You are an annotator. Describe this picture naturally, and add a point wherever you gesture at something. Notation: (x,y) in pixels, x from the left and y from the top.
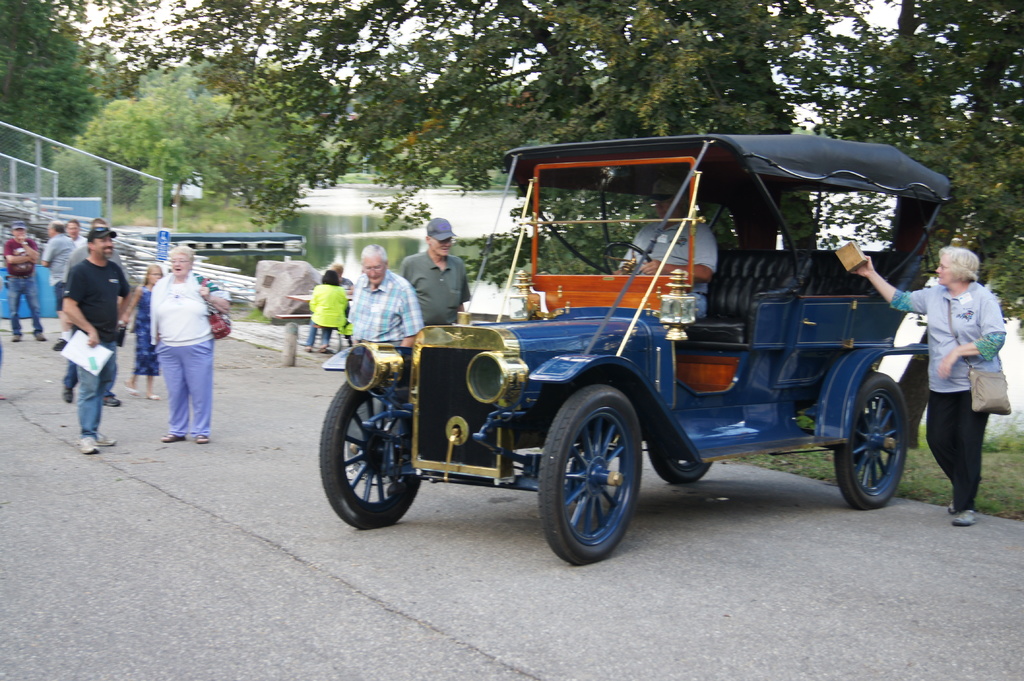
In a road (211,474) there are lot of crowd (177,349) standing and beside there is a four wheeler (518,287) parked and a man (700,244) sitting in it also a woman (957,422) standing behind him is talking to the man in four wheeler (786,285). behind that there is a tree (484,147) and a big lake (312,225) with water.
